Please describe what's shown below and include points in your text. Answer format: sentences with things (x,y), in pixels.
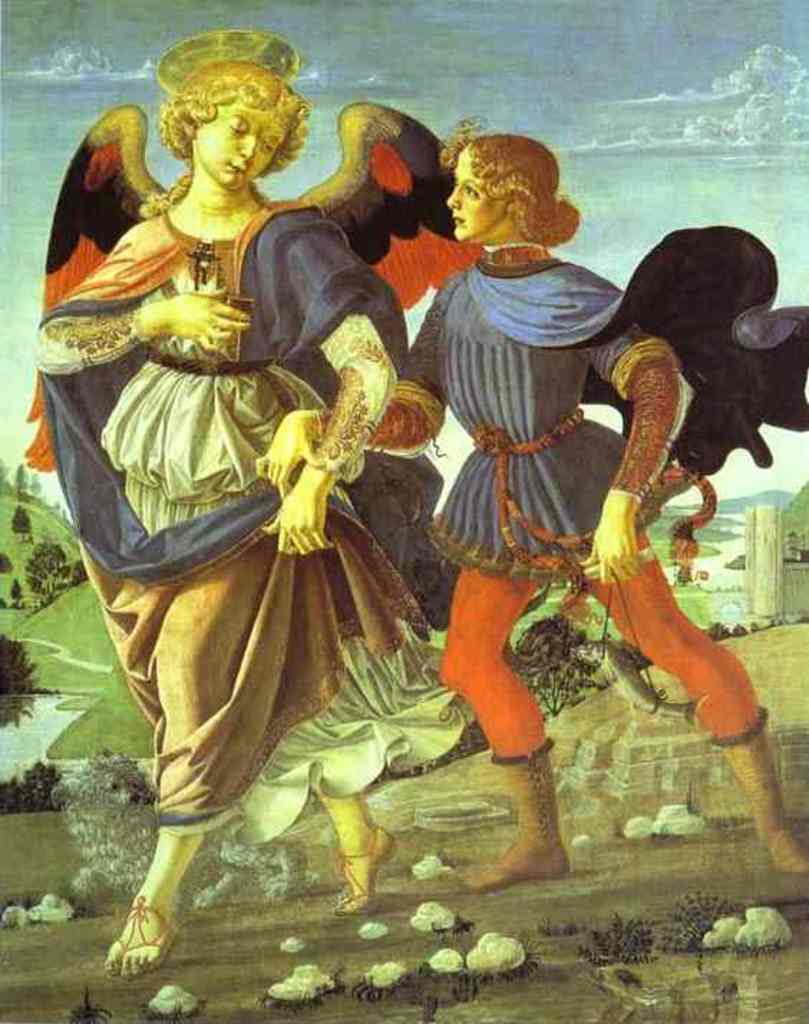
In this image there is painting (587,577), in that painting (459,505) there are two people (598,470).
